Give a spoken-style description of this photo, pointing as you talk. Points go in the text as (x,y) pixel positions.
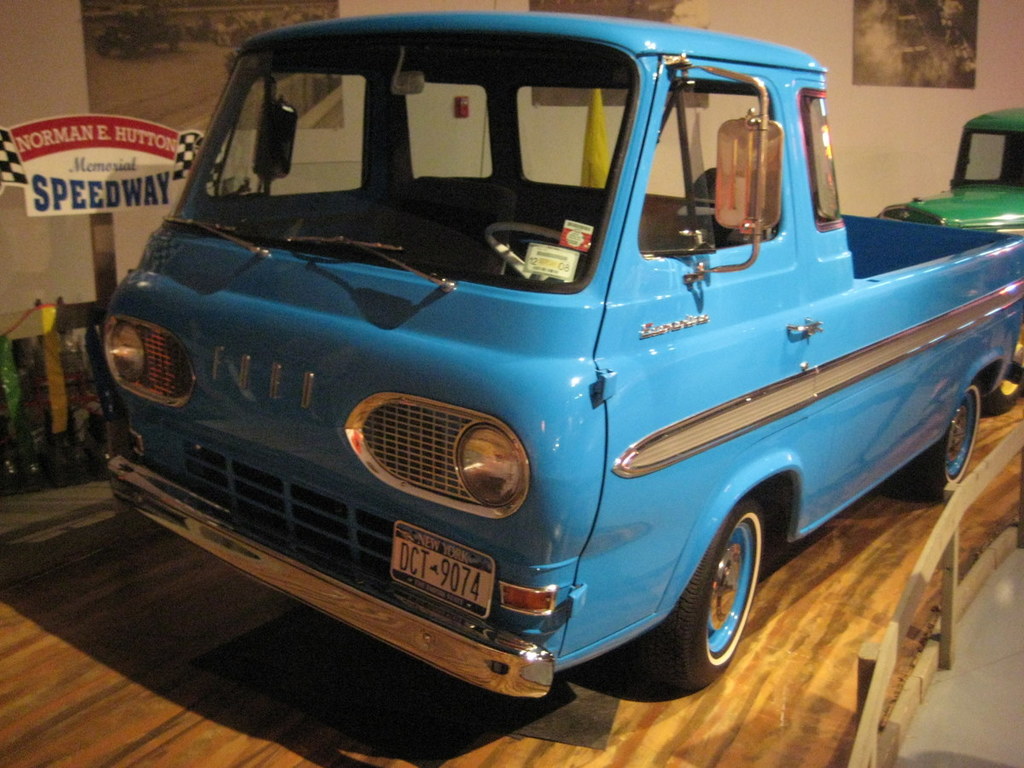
In this image there are blue and green color vehicles (585,440), wooden fence (1021,435), board (141,128), papers (700,21) stick to the wall (1008,51).
